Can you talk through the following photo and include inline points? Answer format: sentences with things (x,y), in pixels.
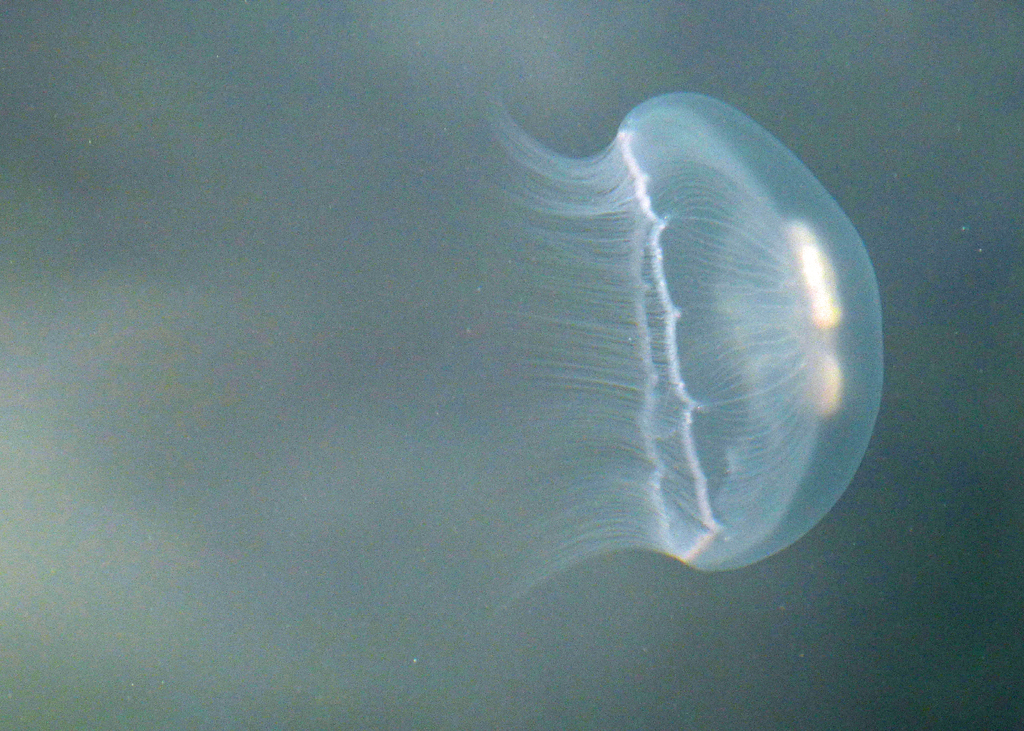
In this picture we can see the jellyfish (602,390).
